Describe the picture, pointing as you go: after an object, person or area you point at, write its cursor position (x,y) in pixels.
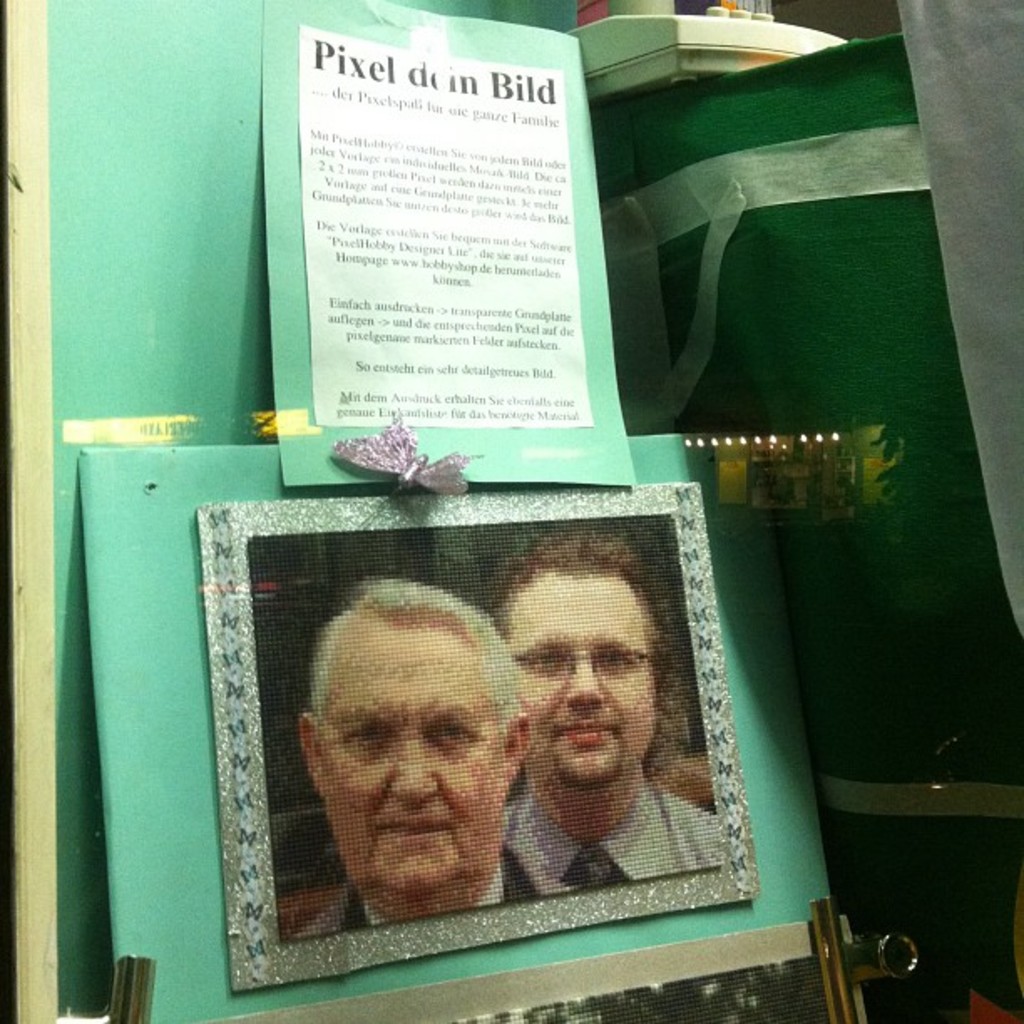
In this image we can see the photo frame (481,628), bag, board (158,171), cloth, paper (419,122) and the white color object (741,69).
